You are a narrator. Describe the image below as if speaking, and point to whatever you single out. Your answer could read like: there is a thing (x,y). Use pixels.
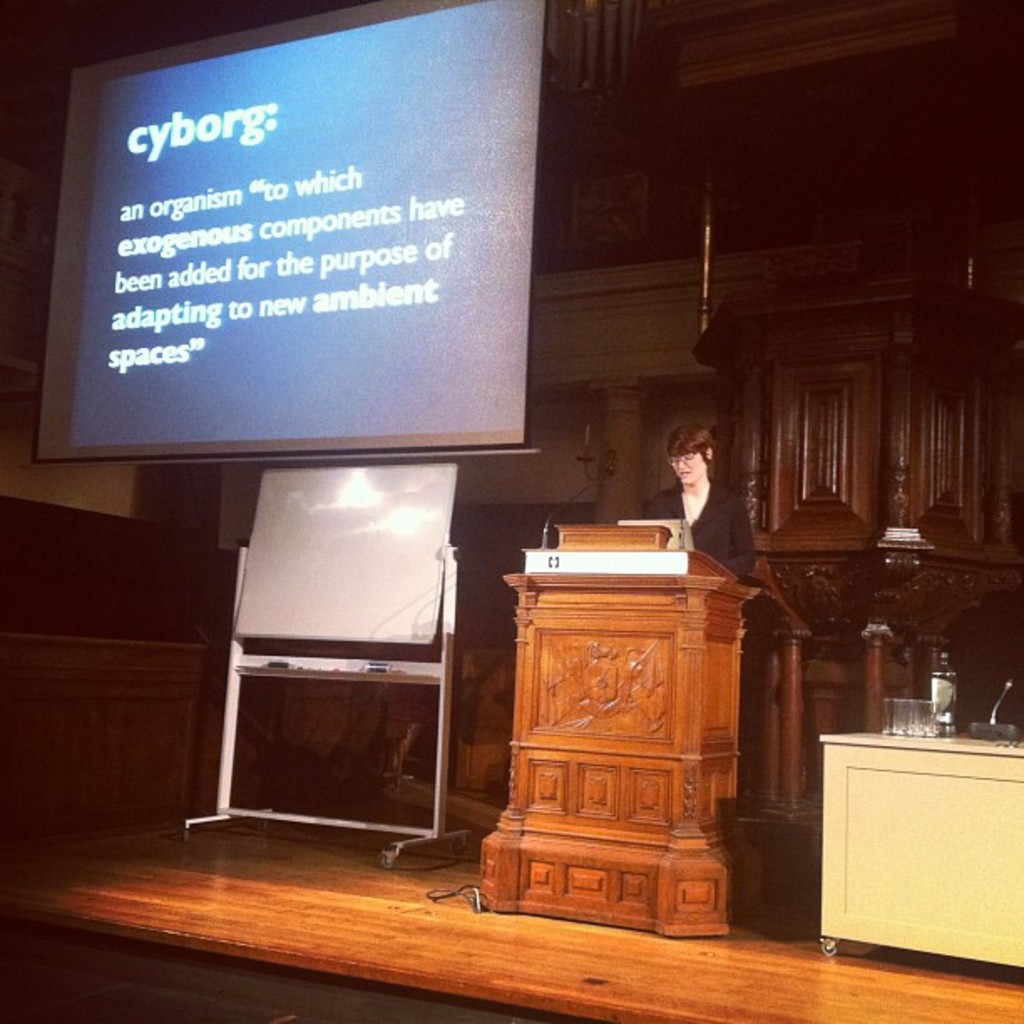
In this picture, we can see the stage (443,955) and some objects (508,854) on the stage (303,883) like podium (688,751), table (1019,824) and some objects (998,696) on the table (867,787) like glass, we can see the board (299,577), screen (347,273), and a person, and in the background (650,375) we can see some objects (875,422).
